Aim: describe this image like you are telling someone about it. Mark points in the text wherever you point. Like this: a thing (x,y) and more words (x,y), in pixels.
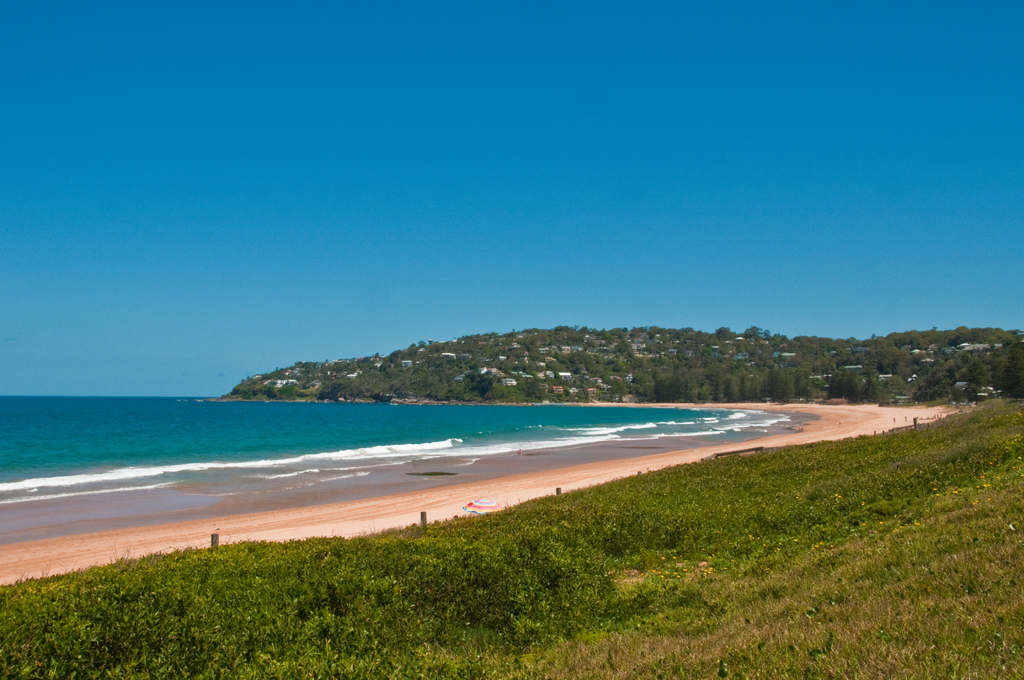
In this image in the foreground (514,574) there are grasses (703,582), plants (645,555). This is a beach (353,525). In the background (103,444) there is sea (284,435), trees (553,370), buildings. The sky (527,219) is clear.
